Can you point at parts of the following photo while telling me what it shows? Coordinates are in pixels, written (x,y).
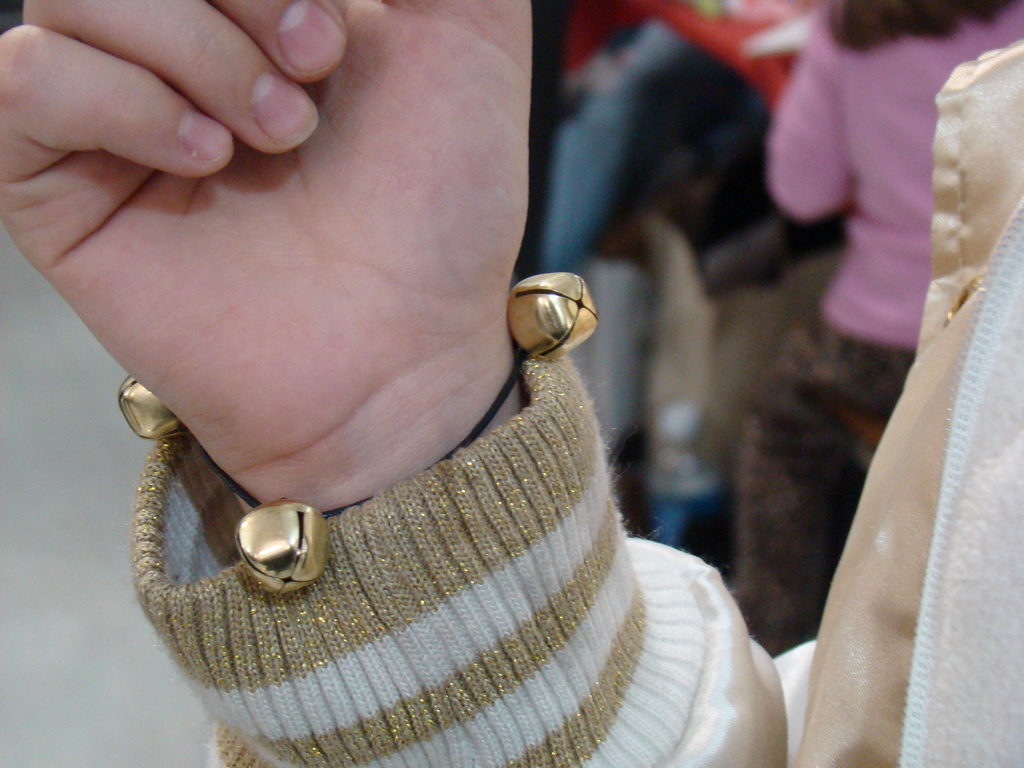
In this picture I can see a human hand (414,312), this person (414,312) is wearing a sweater (584,581) and body jewelry (297,511), on the right side (872,32) I can see the another person (785,201).
